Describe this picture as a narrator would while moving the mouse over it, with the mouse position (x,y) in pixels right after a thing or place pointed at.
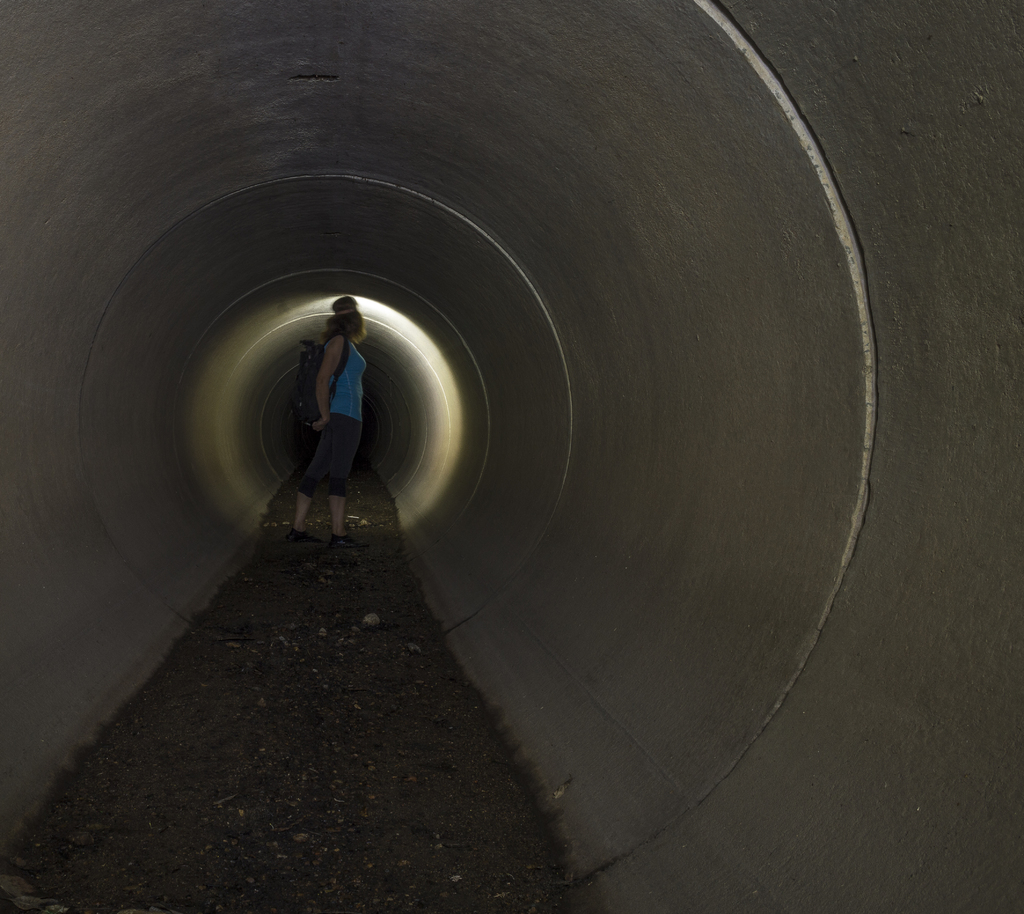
In this image we can see a lady (327,429) wearing a bag (344,366) in the tunnel (206,498).
